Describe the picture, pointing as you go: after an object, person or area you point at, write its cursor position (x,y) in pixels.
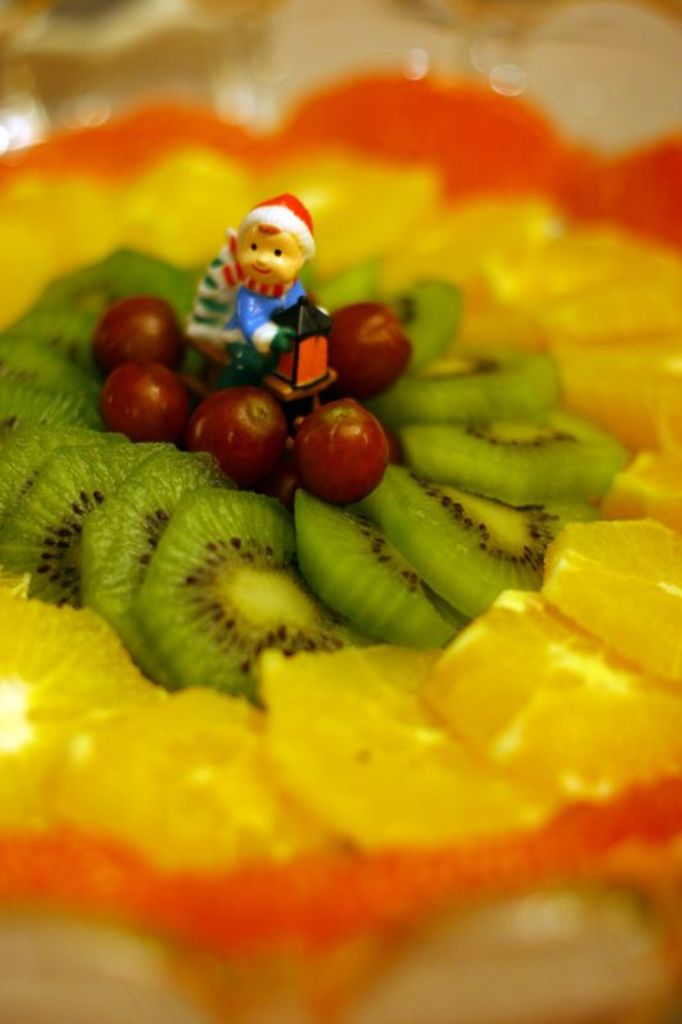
In this image I can see number of sliced fruits (561,694) which are orange, yellow, green and red in color. I can see a small toy (288,273) on the fruits (143,332).
